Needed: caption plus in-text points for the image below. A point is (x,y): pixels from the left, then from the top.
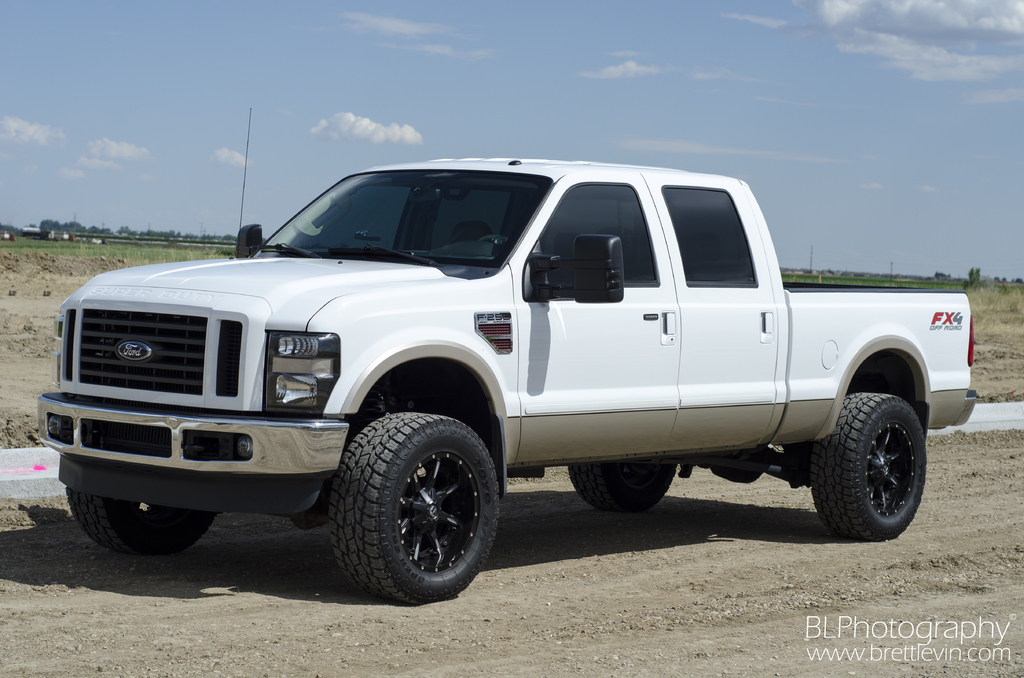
In this picture I can see the vehicle (476,405) on the surface (464,619). I can see trees (122,233). I can see clouds (331,128) in the sky (450,111).
